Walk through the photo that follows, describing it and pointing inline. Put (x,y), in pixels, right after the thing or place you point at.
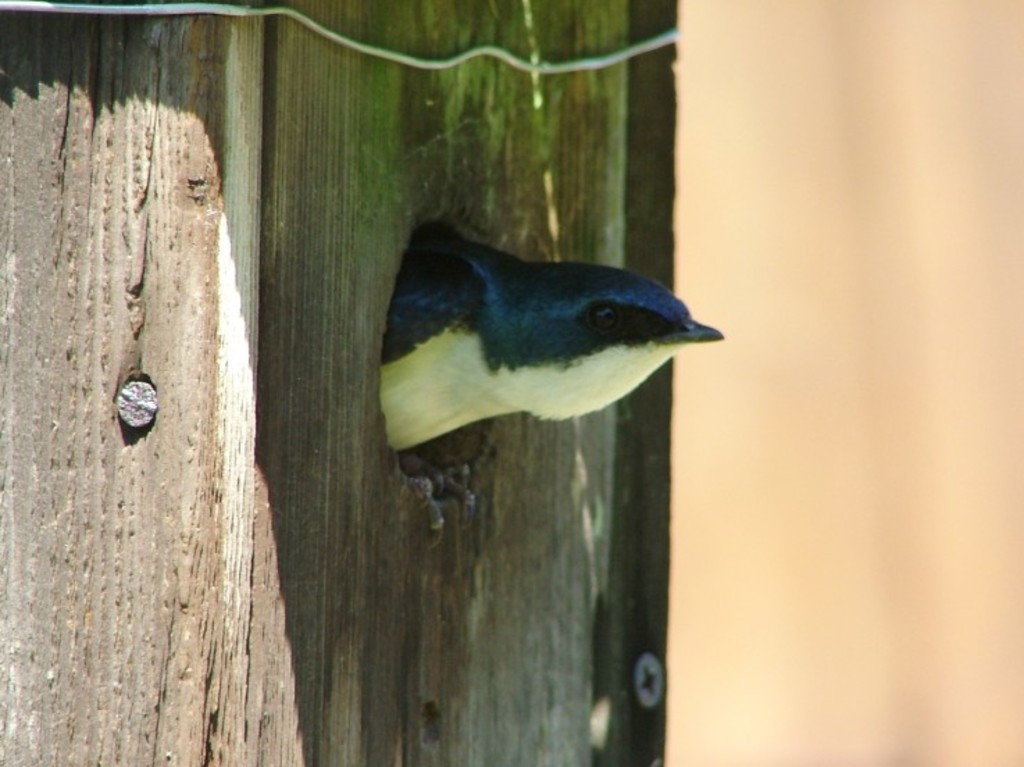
In this picture we can see a bird (531,293), screws (120,397), wooden object (265,509) and in the background (734,279) it is blurry.
